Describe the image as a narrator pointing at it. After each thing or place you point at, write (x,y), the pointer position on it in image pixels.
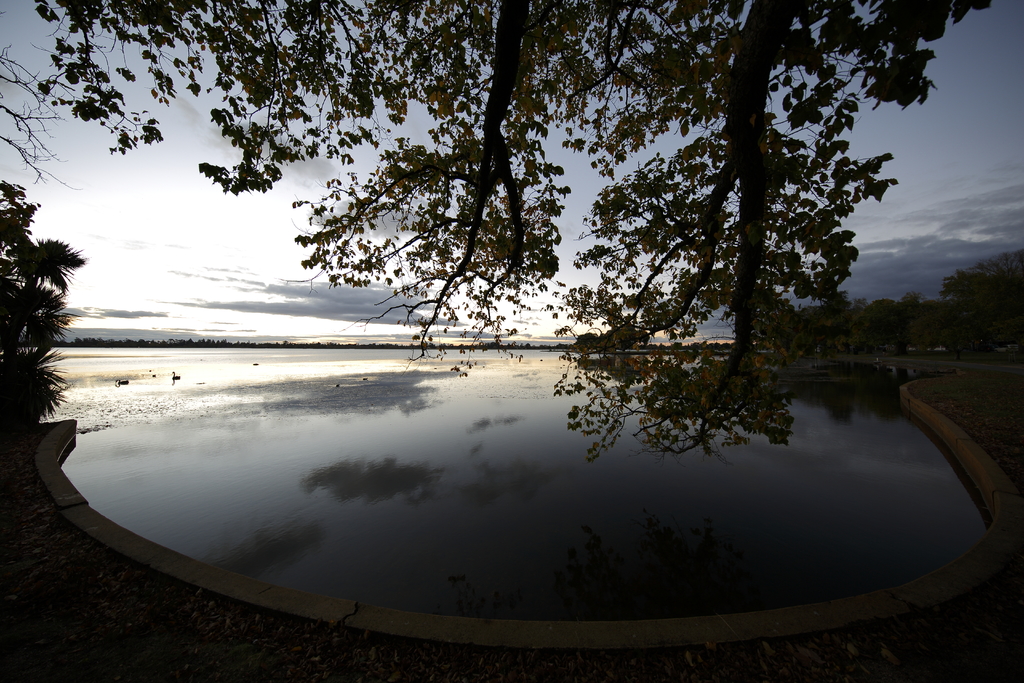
In this picture I can see trees (460,122), water (350,358) and the sky (263,333) in the background (261,290).
